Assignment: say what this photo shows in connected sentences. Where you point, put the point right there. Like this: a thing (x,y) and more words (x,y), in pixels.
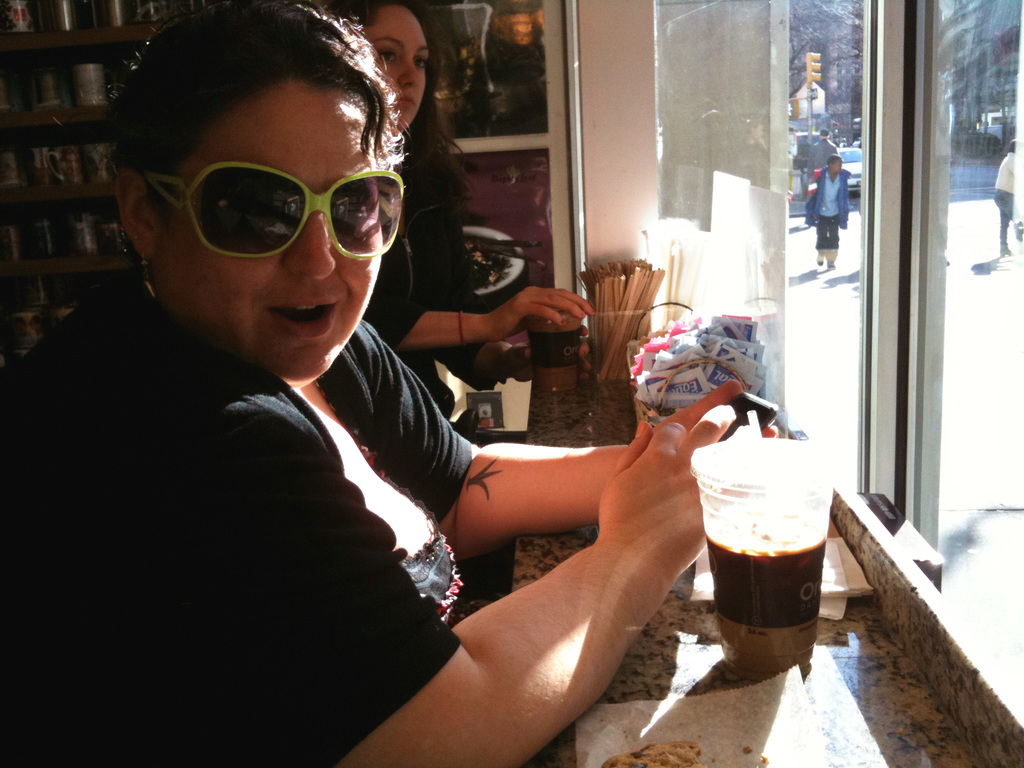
In this image, we can see two women (445,469) are holding some objects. Here we can see a shelf (898,724). Few things (606,724) are placed on it. Background (57,35) we can see racks (8,208) and some objects (60,308). On the right side of the image (955,207), there is a glass window (780,296). Through the glass (811,281) we can see the outside view. Here we can see posts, people (828,169), traffic signals (811,57), pole (814,108), vehicles (850,148) and few objects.
